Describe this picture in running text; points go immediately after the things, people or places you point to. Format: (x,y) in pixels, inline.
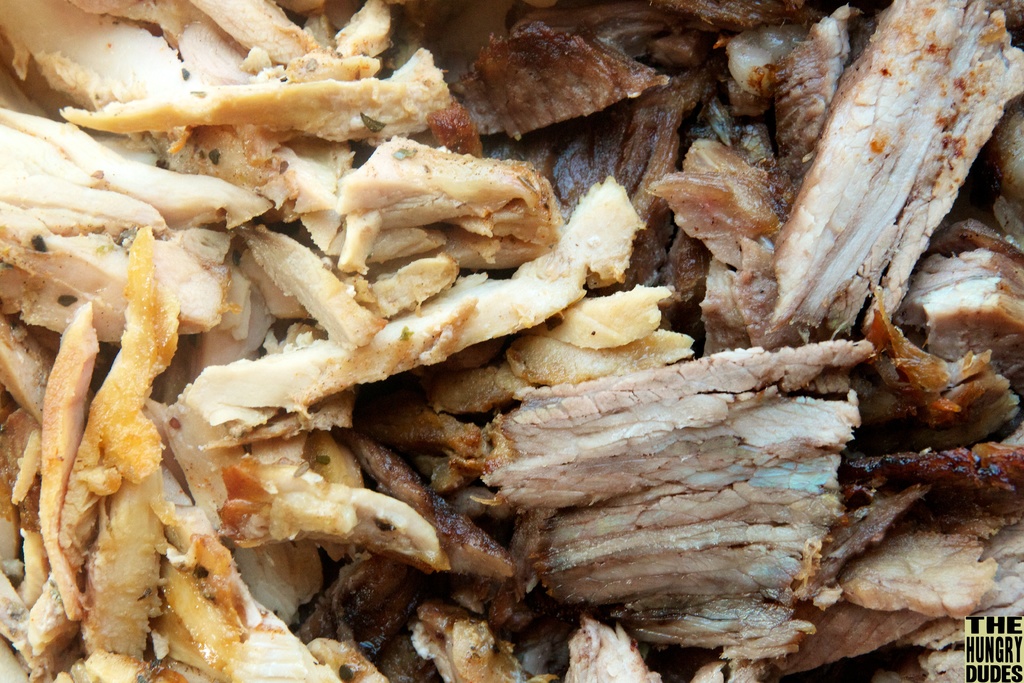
In this image, we can see some food (639,537).
